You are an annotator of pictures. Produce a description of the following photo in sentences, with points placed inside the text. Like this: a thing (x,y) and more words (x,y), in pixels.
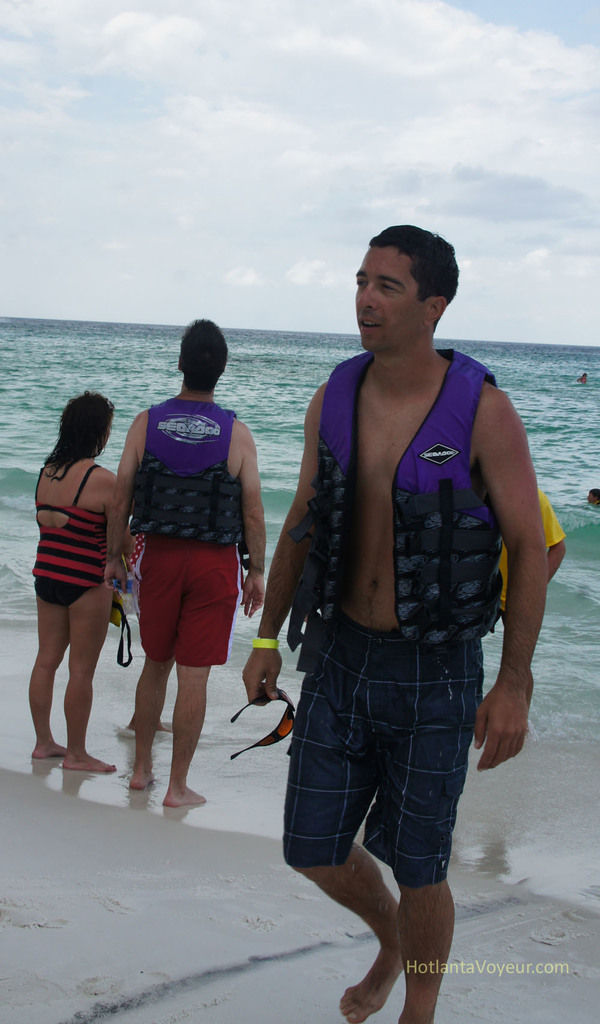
In this image, we can see people (296,546) and some are wearing safety jackets (232,503) and holding some objects (123,629). In the background (492,353), there is water (481,353). At the top (251,164), there are clouds (256,160) in the sky (289,164) and at the bottom (461,960), there is some text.
